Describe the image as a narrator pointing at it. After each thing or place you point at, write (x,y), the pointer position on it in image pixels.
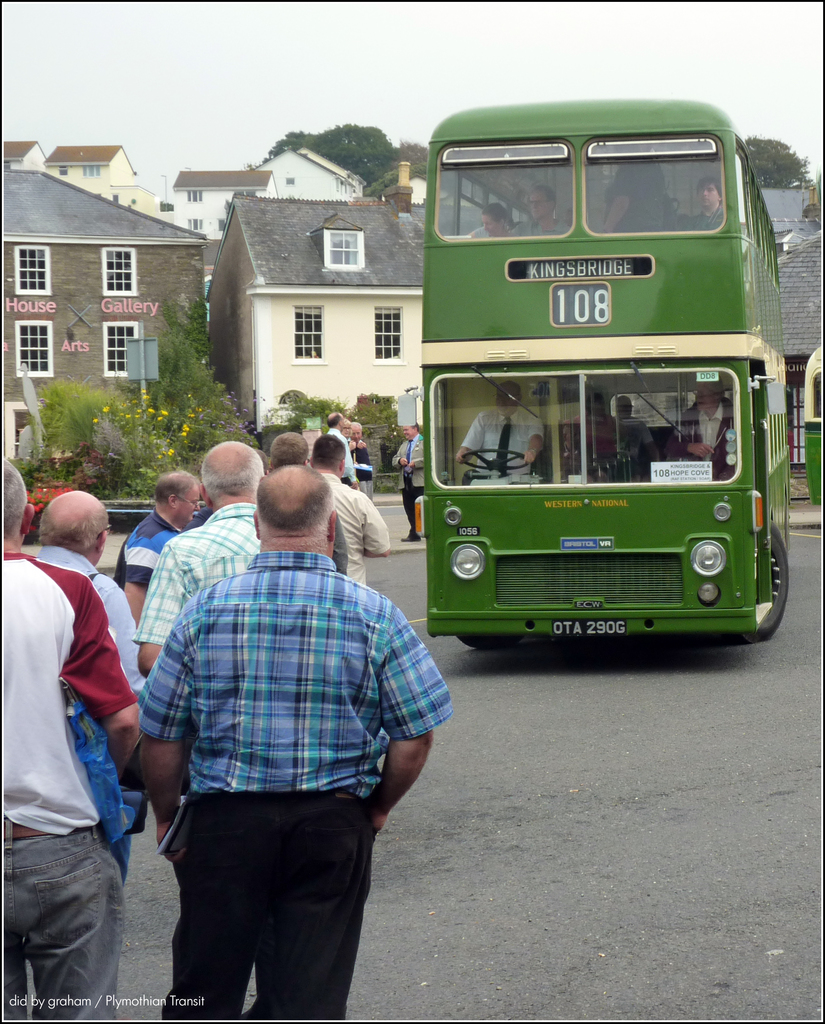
In this picture there are buses (630,520) on the road (614,851) and there are group of people (301,594) on the road (401,855). At the back (354,394) there are buildings (399,292), trees (320,154) and plants (50,469). At the top (364,66) there is sky (743,79). At the bottom (746,784) there is a road (740,748). At the bottom left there is a text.
